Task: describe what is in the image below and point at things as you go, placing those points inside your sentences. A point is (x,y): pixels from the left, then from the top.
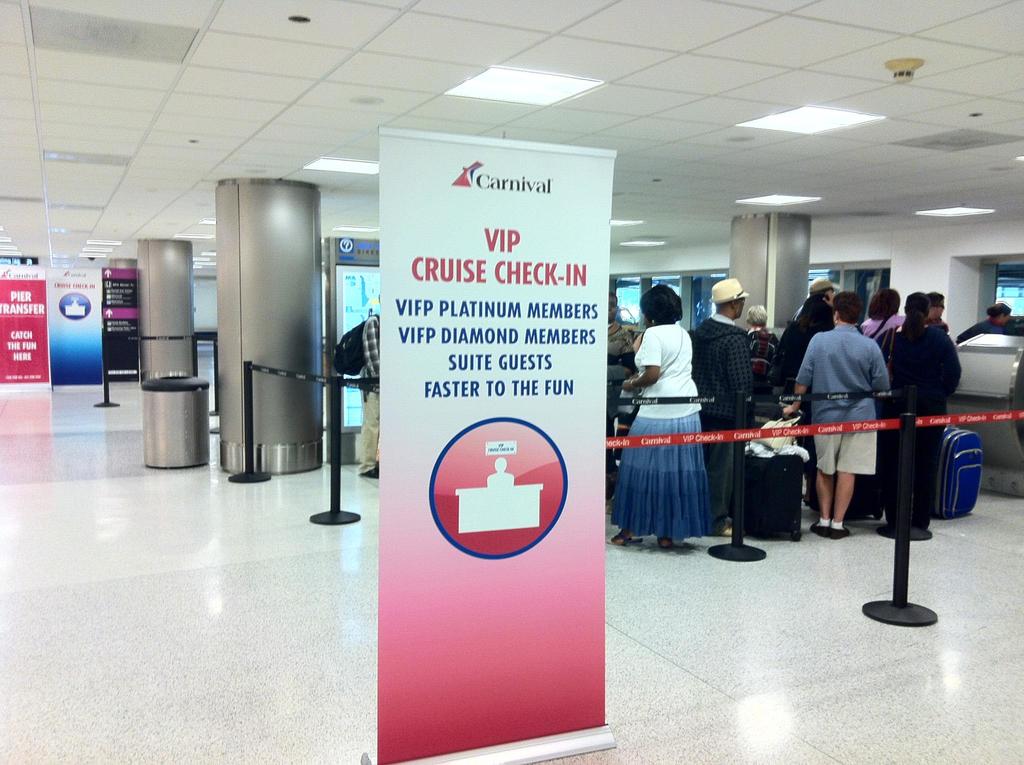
In the image we can see there are people (650,325) standing within the boundary tape (1000,414) with their luggage (955,465). There are banners (516,532) and dustbin (182,394) kept on the floor (70,715). There are lightings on the roof top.
